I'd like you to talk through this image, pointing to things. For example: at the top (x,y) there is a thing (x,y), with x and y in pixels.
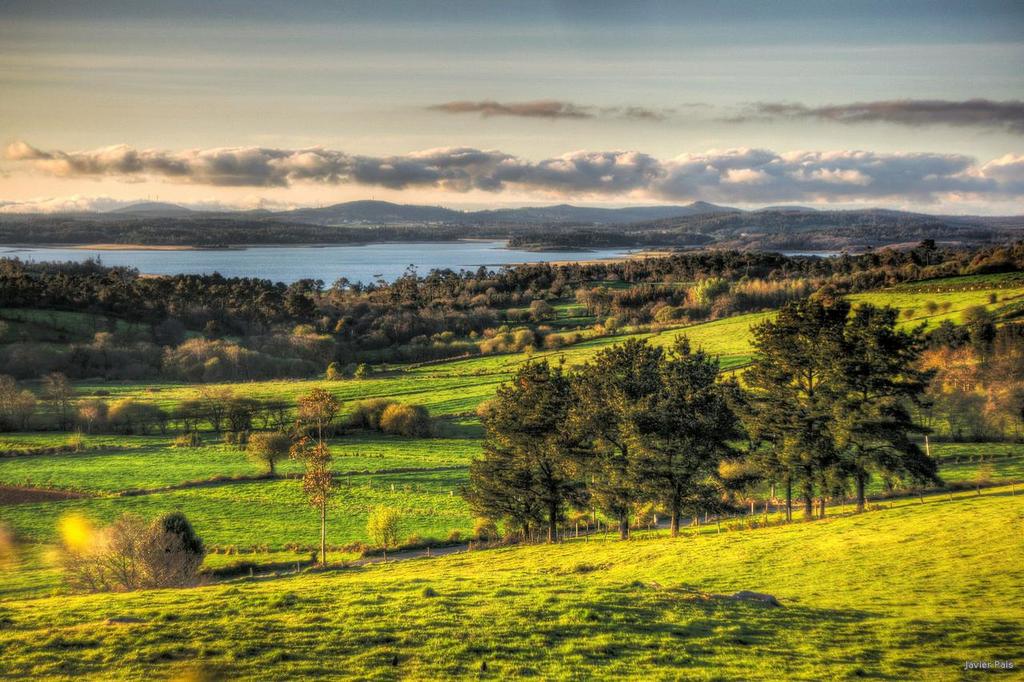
To the bottom of the image (439,594) there is grass (100,495) on the ground (361,465). And also there are many trees (110,289) and plants (63,382) on the ground (872,556). Behind them there is water (314,257). Behind the water (212,261) there are hills (630,212). To the top of the image (466,85) there is a sky (471,187).
